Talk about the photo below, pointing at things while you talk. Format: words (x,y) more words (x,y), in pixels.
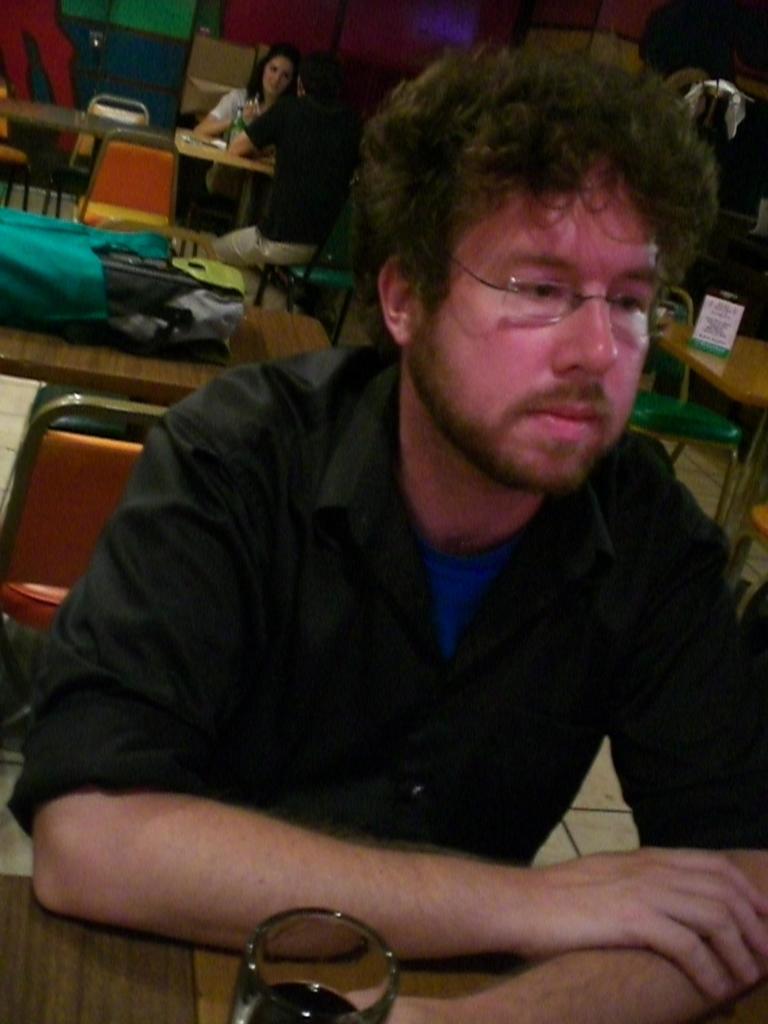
There is a man (414,541) sitting on chair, in front of him we can see glass (265,1019) on the table (128,983). In the background (157,400) we can see objects (137,339) on tables (274,319), chairs (124,400) and people (329,220).
